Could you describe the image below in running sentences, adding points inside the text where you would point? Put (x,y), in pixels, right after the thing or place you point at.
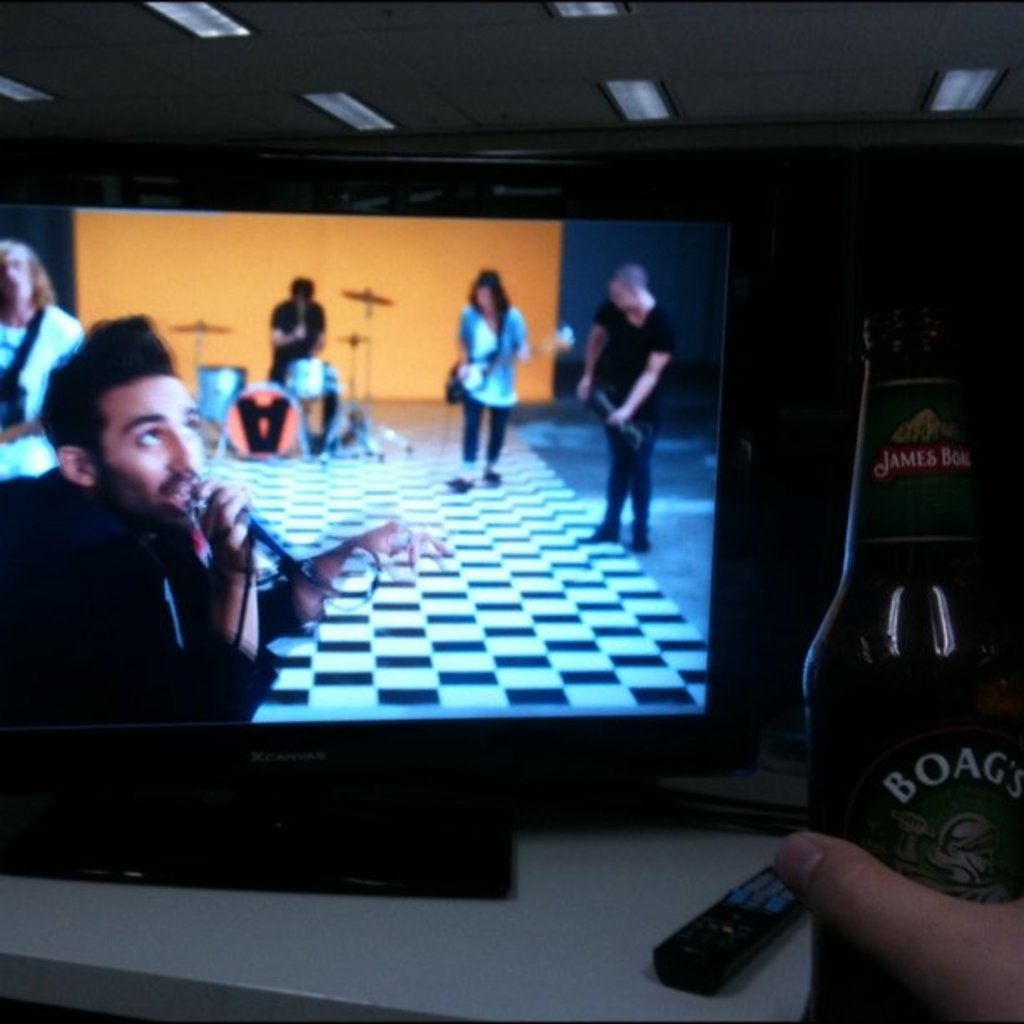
In this picture we can see a group of people (173,504) where some are standing and playing musical instruments (329,381) such as guitar (484,371), drums (303,393) and here person (141,489) singing on mic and this is on screen (436,648) and we have remote (756,931) on table (527,1011) and here person's hand (977,913) holding bottle (862,662).
